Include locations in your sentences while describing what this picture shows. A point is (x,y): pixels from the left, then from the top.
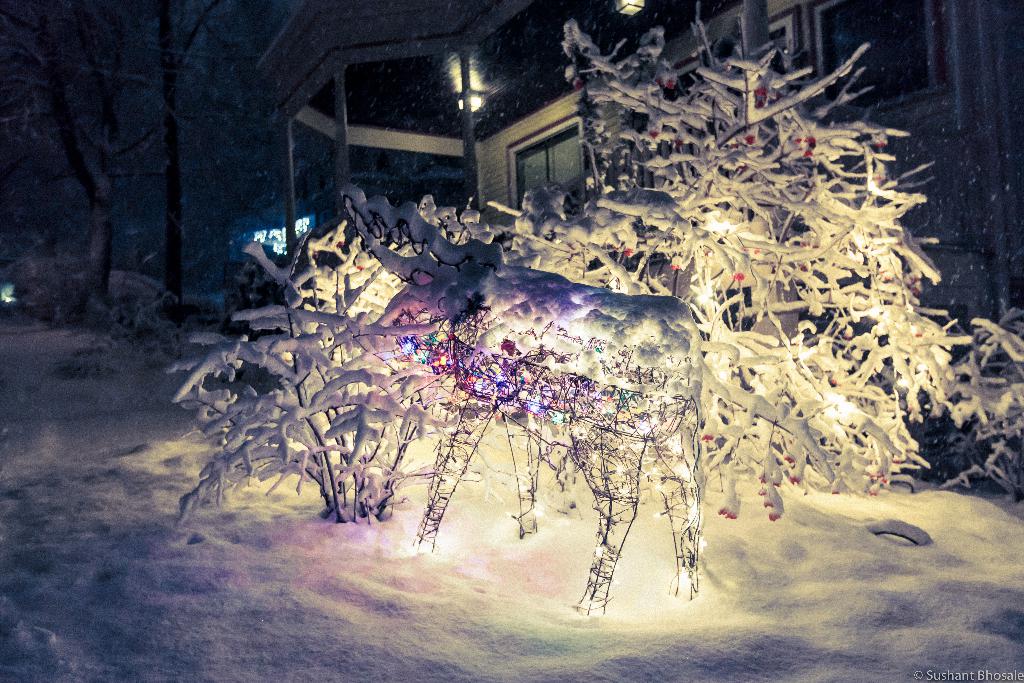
In the picture there are some trees (774,276) which are completely covered with snow (694,329) and there are some lighting (832,413) on the tree (834,265). We can observe a structure (590,445) which is the shape of an animal with some lights (634,476) on it. There is some land (81,495) which is covered with snow (334,615) completely. Behind these plants (690,269) there is a building (445,96) with window (550,154) and one light (471,107). Beside that building (338,115) there is a tree (30,107) and sky (194,146).
